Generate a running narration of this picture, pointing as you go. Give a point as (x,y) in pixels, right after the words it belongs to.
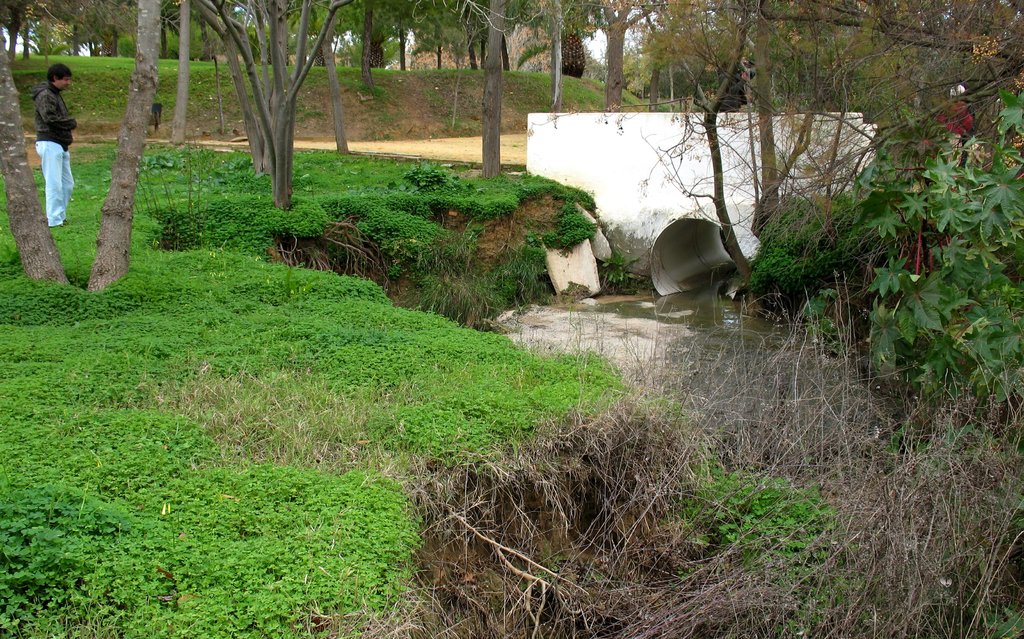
In this picture I can observe some plants (276,306) on the land (171,370). On the left side (57,172) I can observe a person (55,139) standing on the ground (74,248). On the right side (729,330) there is some water (722,313). In the background (236,80) there are trees (264,27).
